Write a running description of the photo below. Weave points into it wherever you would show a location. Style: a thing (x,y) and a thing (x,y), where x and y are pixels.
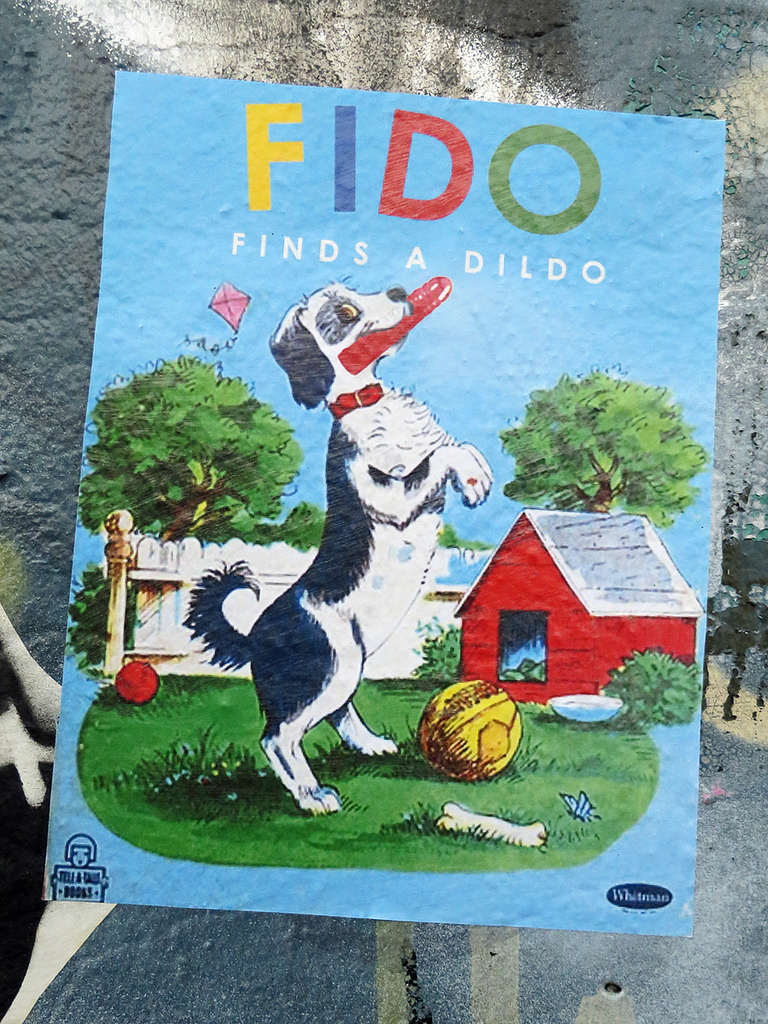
In this image we can see a painting (453,420) of a dog (378,503) and two balls (451,766) on the ground (532,760). In the background (180,414), we can see a building (638,614), group of trees (524,493) and some text (265,178) on it.
